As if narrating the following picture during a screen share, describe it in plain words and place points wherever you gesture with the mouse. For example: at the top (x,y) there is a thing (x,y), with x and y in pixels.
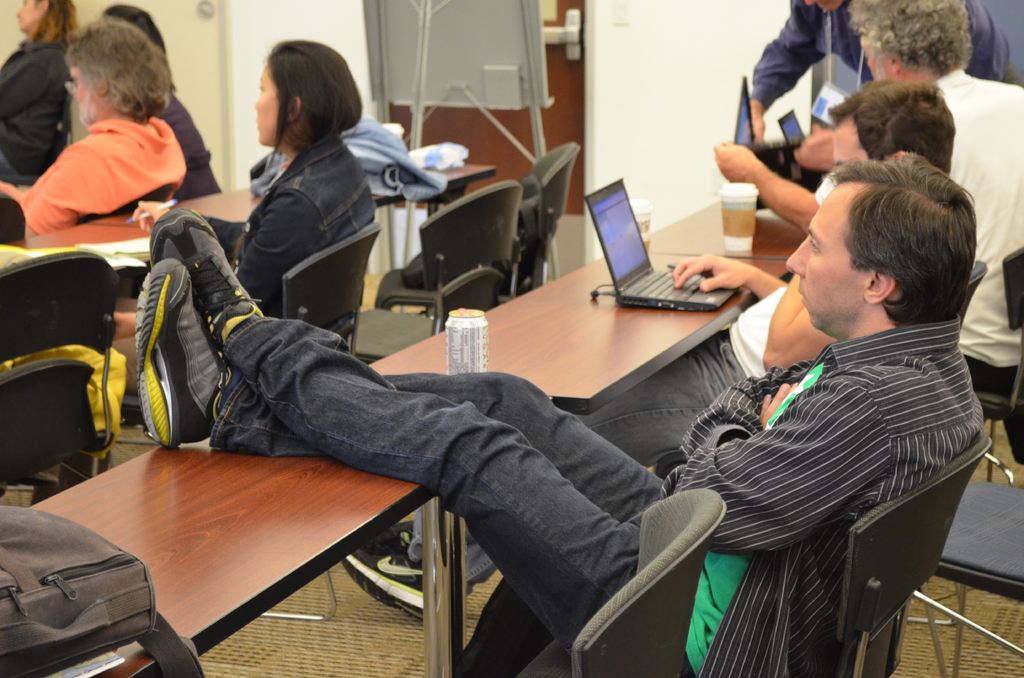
In the image we can see there are people (658,433) who are sitting in the chair (652,508) and over here there is man (730,465) who is leaning his leg (416,404) on the table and beside him there is a can of juice (471,345) and over here another man (730,364) is operating the laptop (684,307) and over here there are two people (838,21) who are talking to each other by holding a laptop (789,144).
